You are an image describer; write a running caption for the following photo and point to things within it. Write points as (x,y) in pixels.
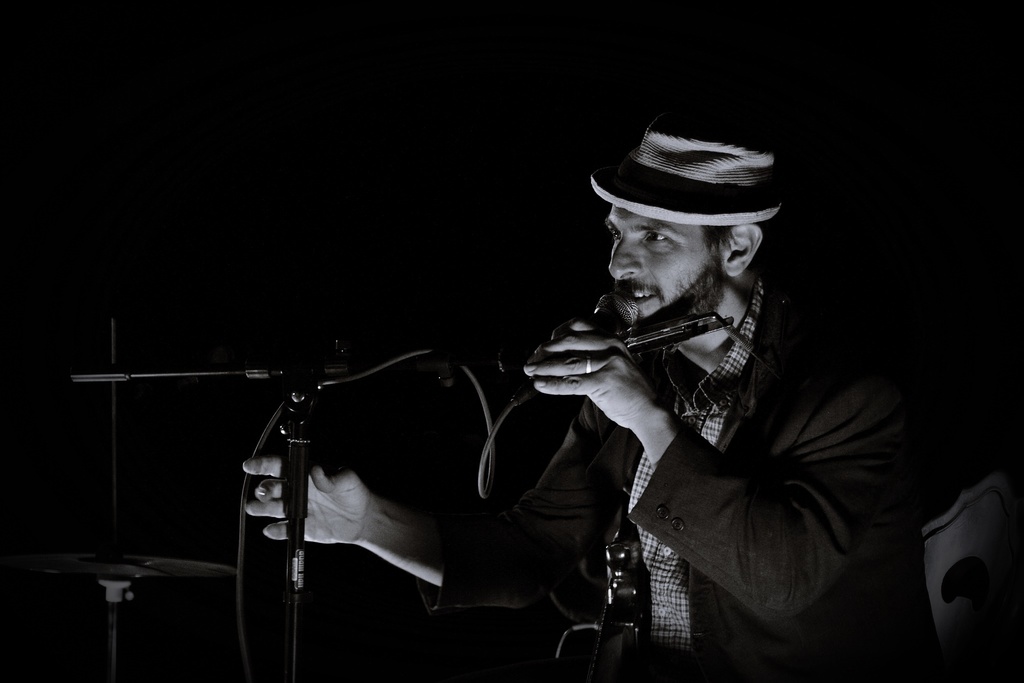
In this picture there is a man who is sitting at the right side of the image (710,595) by holding a mic (531,384) in his hand (559,391), he is saying something in the mic (602,306), the color of the background (343,162) is black.
